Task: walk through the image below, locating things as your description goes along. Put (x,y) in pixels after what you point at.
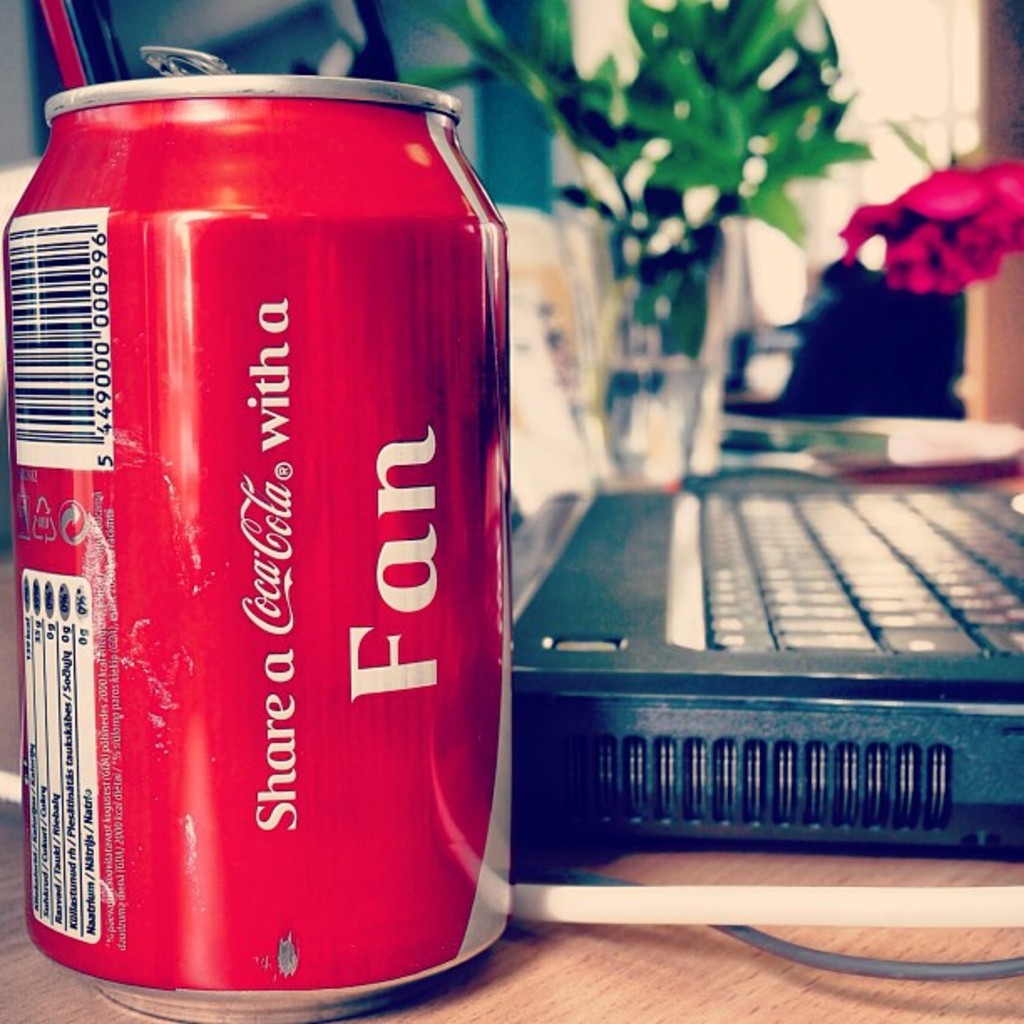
In this image we can see a tin (270,572), a laptop (671,691) on the table (681,971) and there is a plant (664,198), flower (912,219) and a blurry background (908,253).
